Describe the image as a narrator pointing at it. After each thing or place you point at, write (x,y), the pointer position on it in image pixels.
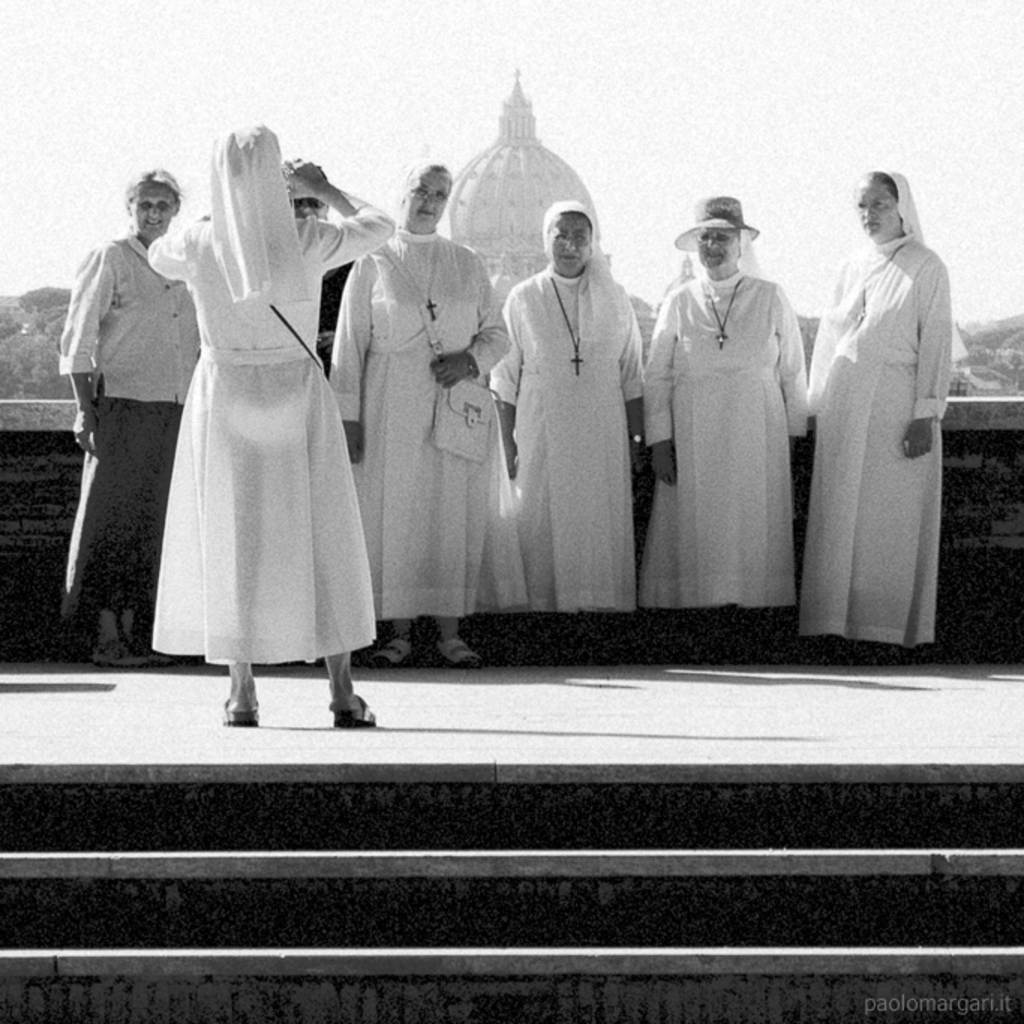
In this picture, there are women (414,403) standing in a row. Most of the women (869,313) are wearing white dresses (595,435). One of the woman (317,563) is taking a picture and she is facing backwards. At the bottom (577,815), there are stairs (617,924). In the background (485,129), there is a dome (543,152), trees (55,355) and a sky (697,112).
